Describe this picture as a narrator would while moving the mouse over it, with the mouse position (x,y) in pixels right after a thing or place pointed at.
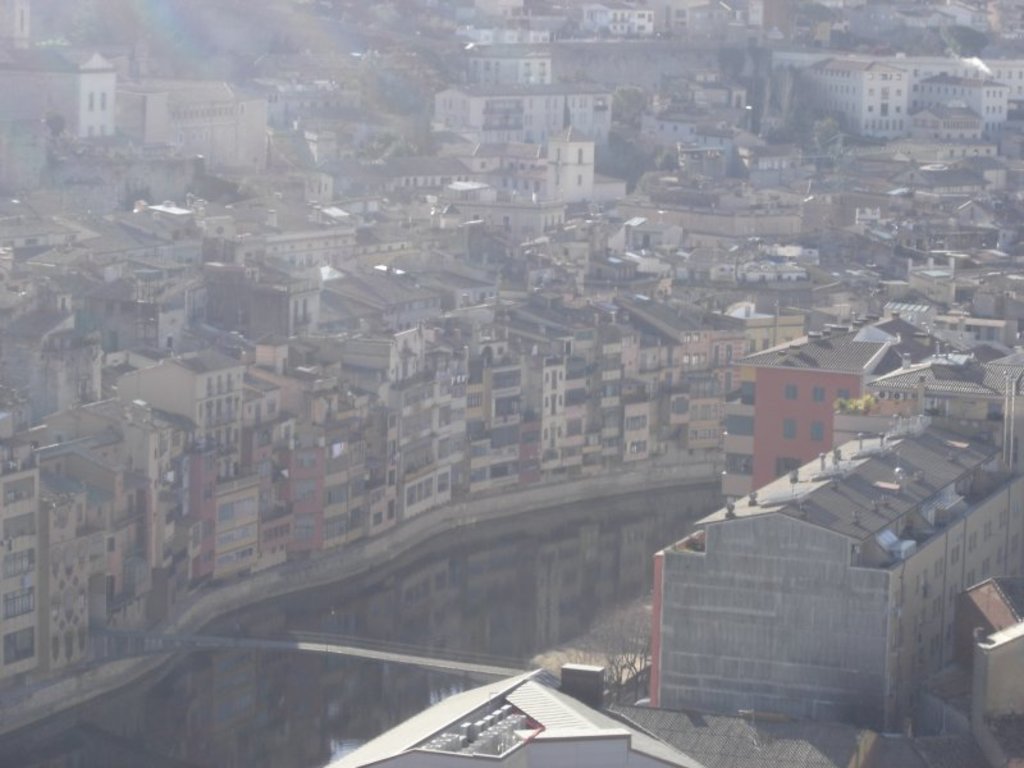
Here in this picture we can see an aerial view, through which we can see number of buildings (467,348) and house (397,224) present on the ground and in the front (468,668) we can see a bridge (409,660) present and below that we can see water (524,582) present over a place and we can also see plants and trees (628,629) present.
